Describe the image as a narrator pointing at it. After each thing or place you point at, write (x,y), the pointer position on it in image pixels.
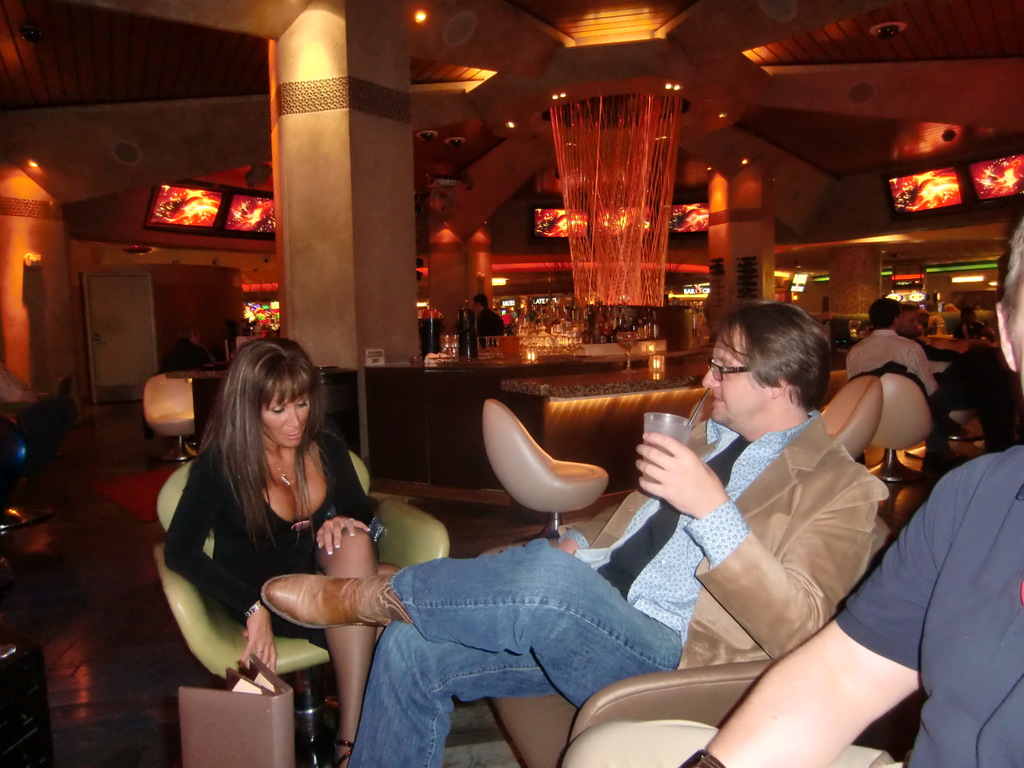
In this picture I can see few people (627,585) sitting on the chairs (447,551) and I can see a man (696,471) holding a glass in his hand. I can see a man (493,329) standing and few items (472,329) on the counter top (593,352). I can see few televisions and few lights (598,197) to the ceiling (567,52) in the back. It looks like a book (218,725) at the bottom of the picture (201,727).
